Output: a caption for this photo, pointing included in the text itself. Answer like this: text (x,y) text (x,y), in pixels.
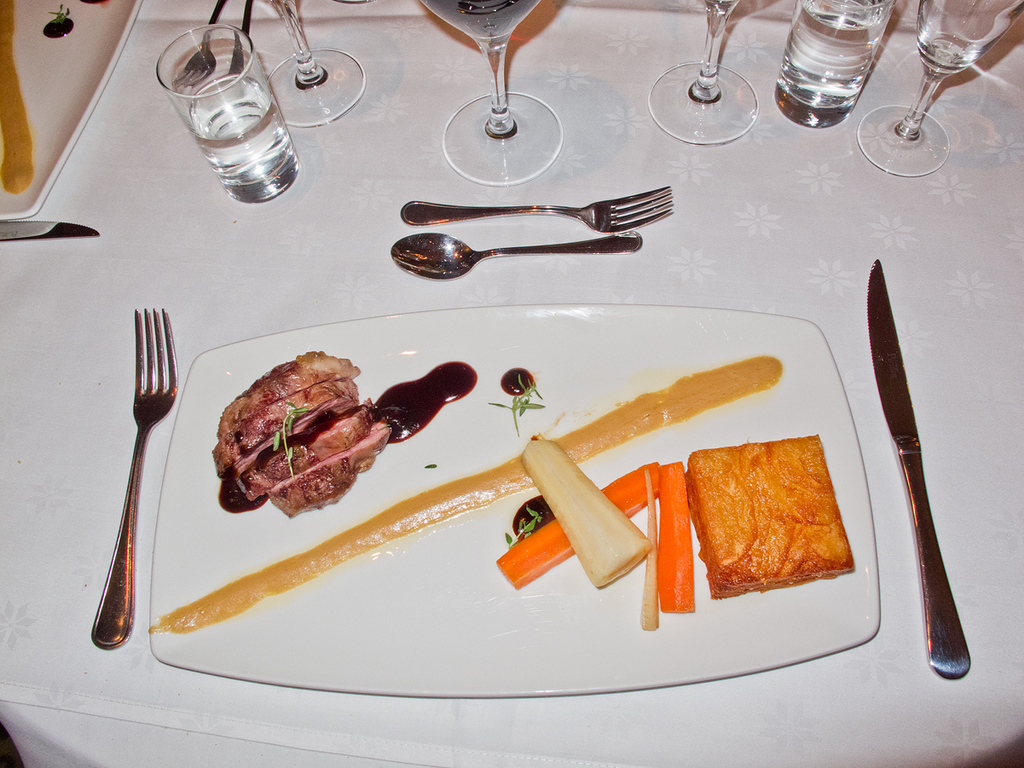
In this picture there is a table (745,216). On the table (905,238) we can see fork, spoon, plate (483,563), food (307,465), carrot (507,554), bread (737,528), knife (898,379), glass (831,85).
